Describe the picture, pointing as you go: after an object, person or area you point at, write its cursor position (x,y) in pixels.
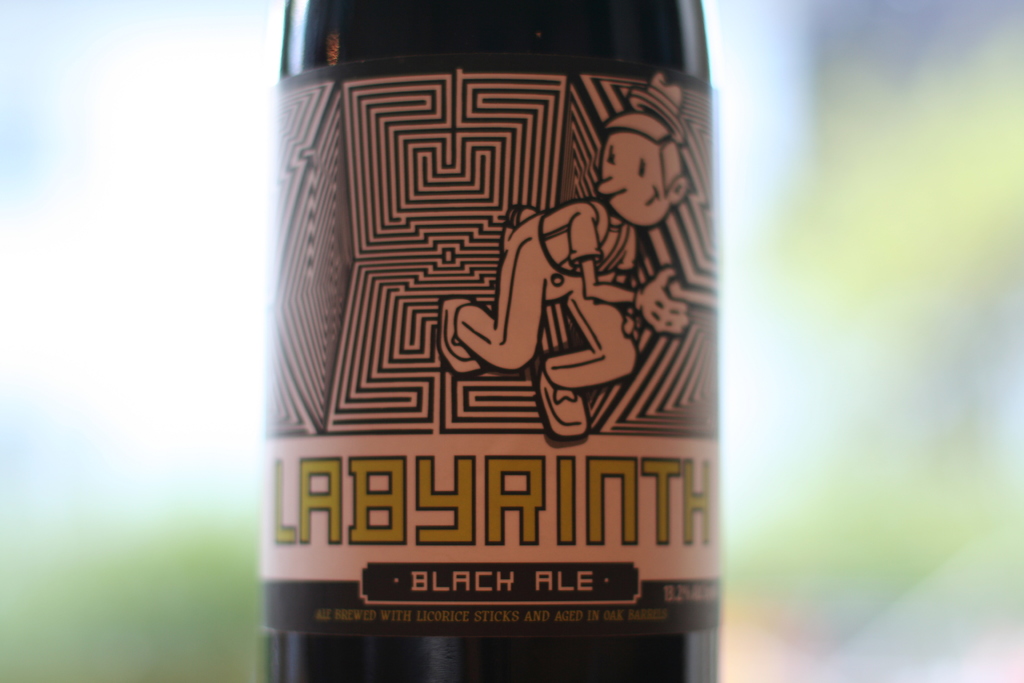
In this image, I can see a bottle (540,445) and the background is not clear.
